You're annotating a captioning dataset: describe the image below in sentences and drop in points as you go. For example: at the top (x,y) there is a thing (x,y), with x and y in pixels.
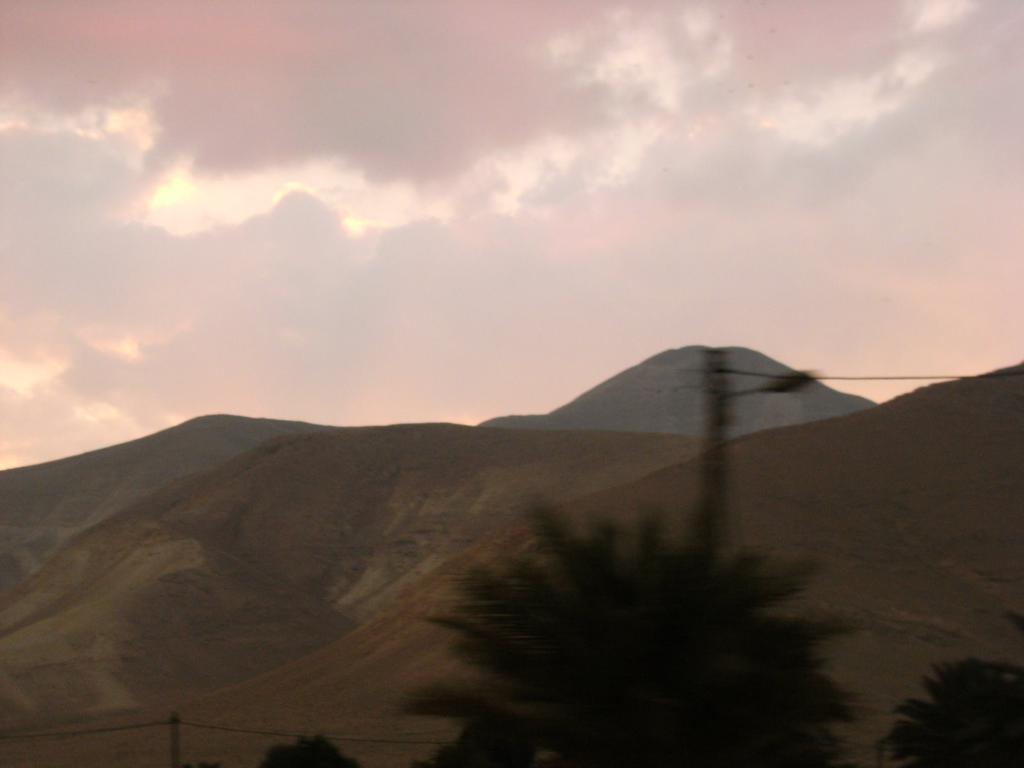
In the image there are trees (617,678) in the front (747,749) and behind there are hills (287,509) all over the place and above its sky (429,199) with clouds (462,159).
